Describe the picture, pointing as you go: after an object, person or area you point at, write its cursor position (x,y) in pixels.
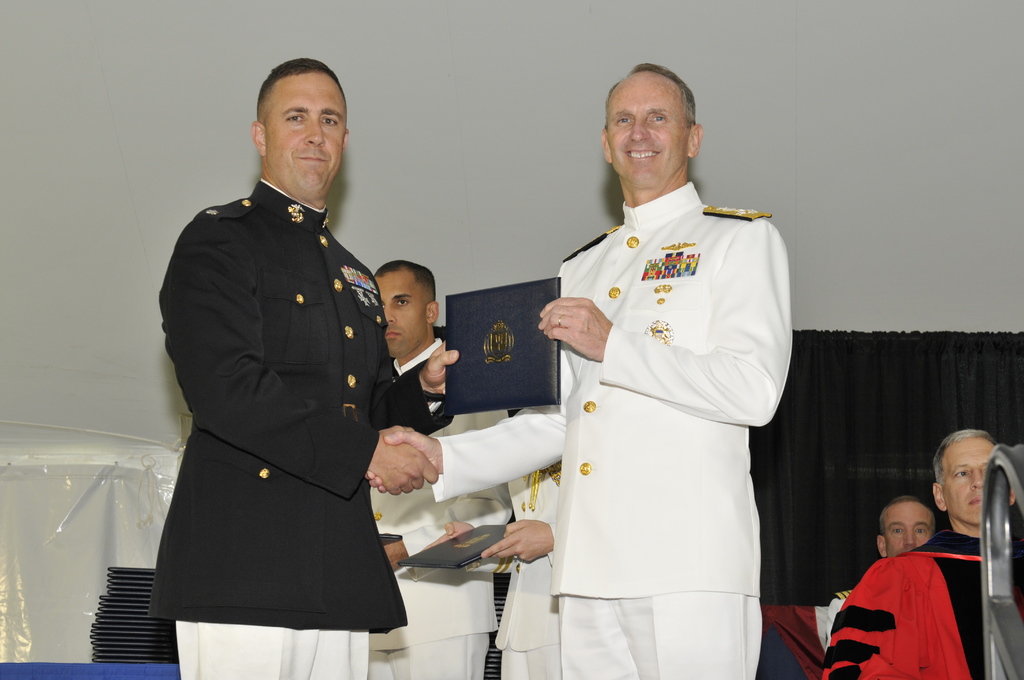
In front of the image there are two people (699,264) shaking their hands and they are holding the book (535,344). Behind them there are two other people (456,616) standing. Beside them there is a table (154,663). On top of it there are books (140,622). On the right side of the image (997,483) there is a metal rod (999,609). There are people (966,523) sitting on the chairs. In the background of the image (958,372) there is a black curtain (825,425). There is a wall (587,144).
